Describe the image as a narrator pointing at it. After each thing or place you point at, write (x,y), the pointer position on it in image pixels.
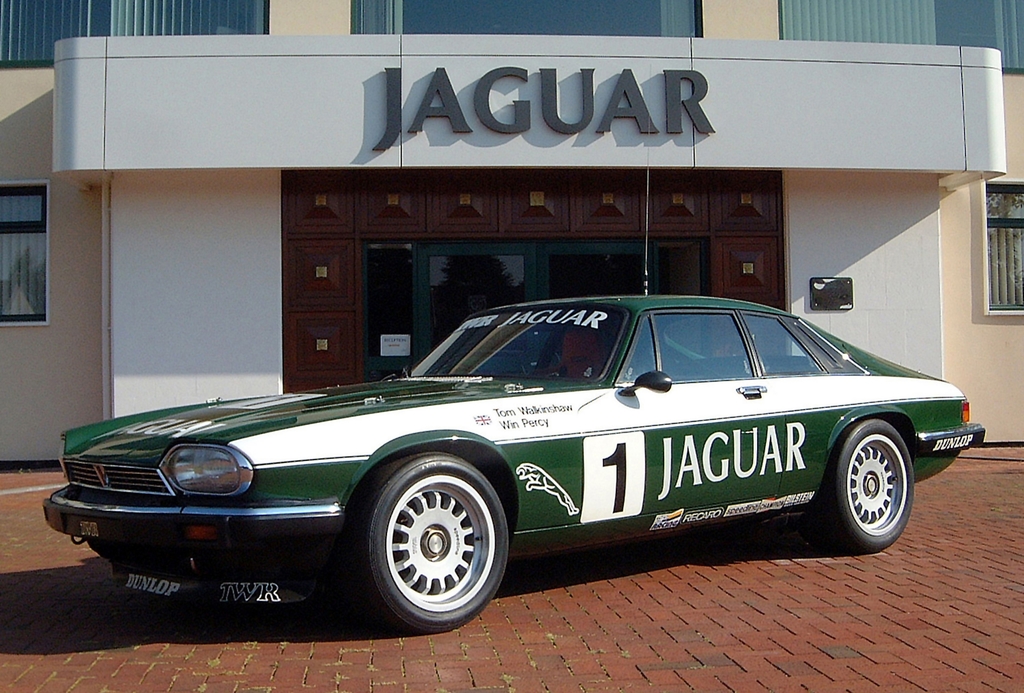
In this picture I can see a car (712,466) in the middle (531,387), in the background (574,255) there are glass doors (469,299) and a board (528,162), I can see the building (747,249).
